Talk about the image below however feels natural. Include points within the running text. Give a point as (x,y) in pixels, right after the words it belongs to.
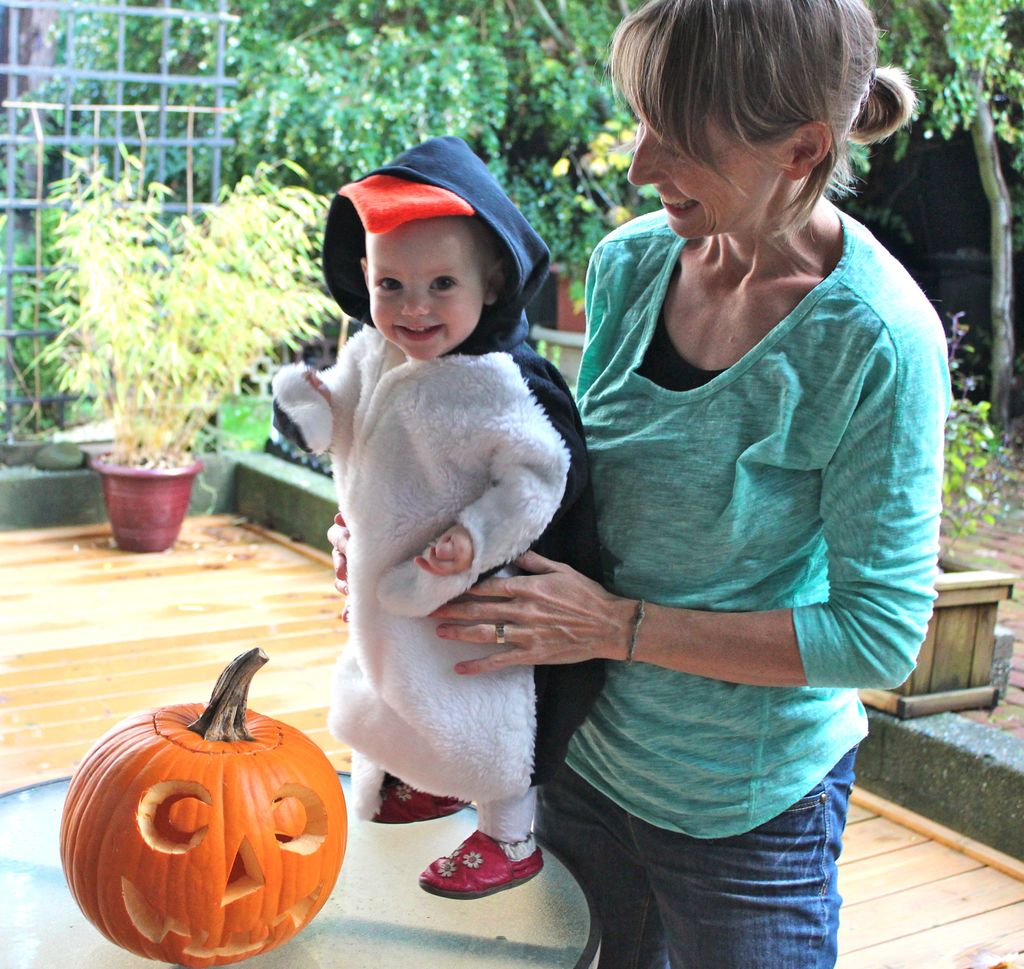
In the center of the image (557,617) there is a lady (616,914). There is a girl (361,678). There is a pumpkin (188,713) on the table (545,940). There is plant (187,274) in the flower pot (170,524). In the background of the image (295,111) there are trees (439,89).
